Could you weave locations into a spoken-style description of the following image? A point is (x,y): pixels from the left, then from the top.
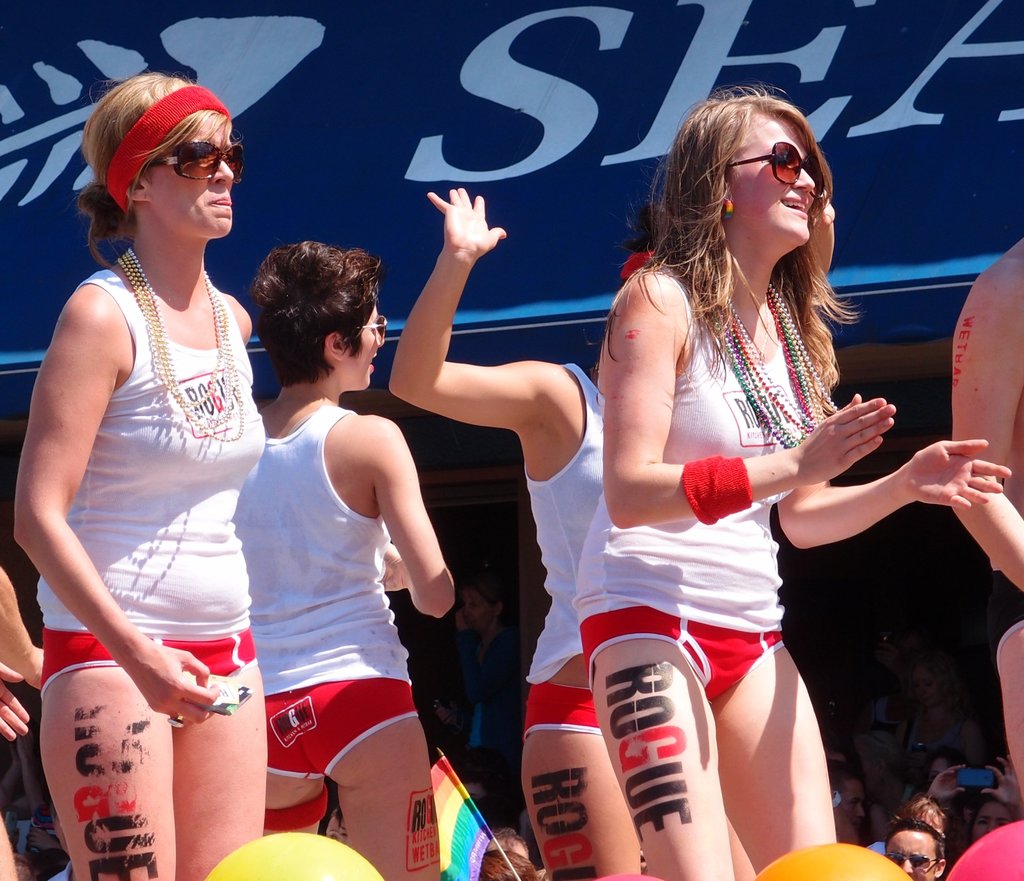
In this picture we can see some people (118,622) wore goggles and standing and some objects (967,874) and in the background (476,854) we can see a flag (443,820), group of people (490,853) and a banner (449,159).
